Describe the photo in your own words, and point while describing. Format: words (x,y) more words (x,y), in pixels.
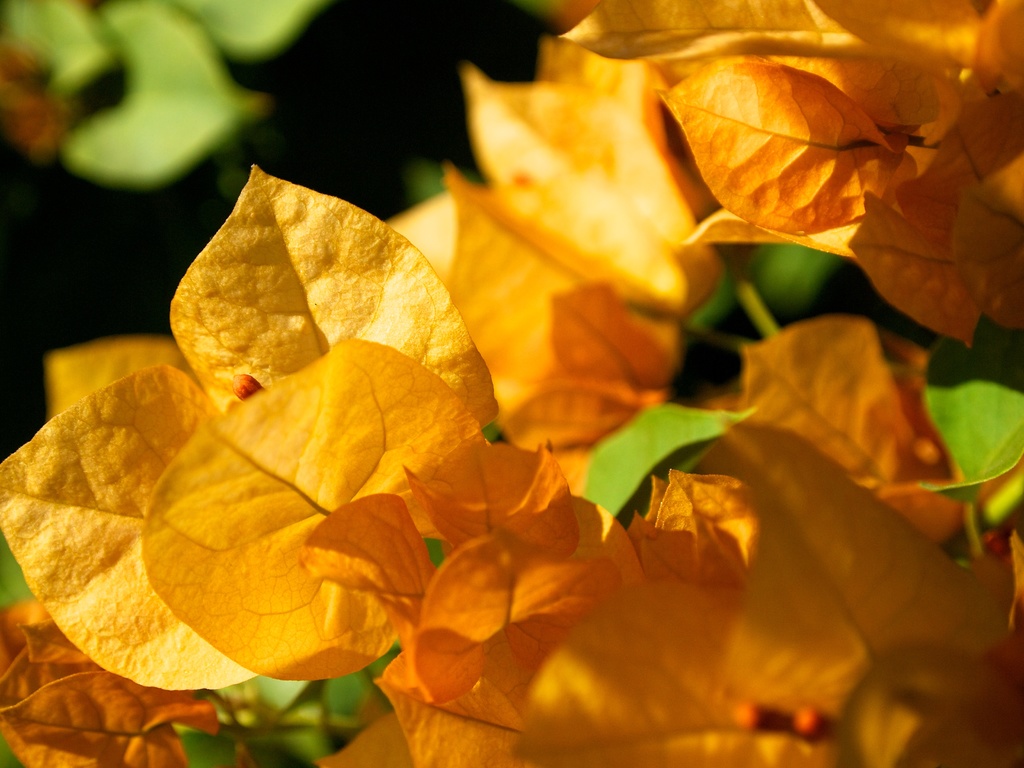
IN this picture we can see few leaves (541,369).
